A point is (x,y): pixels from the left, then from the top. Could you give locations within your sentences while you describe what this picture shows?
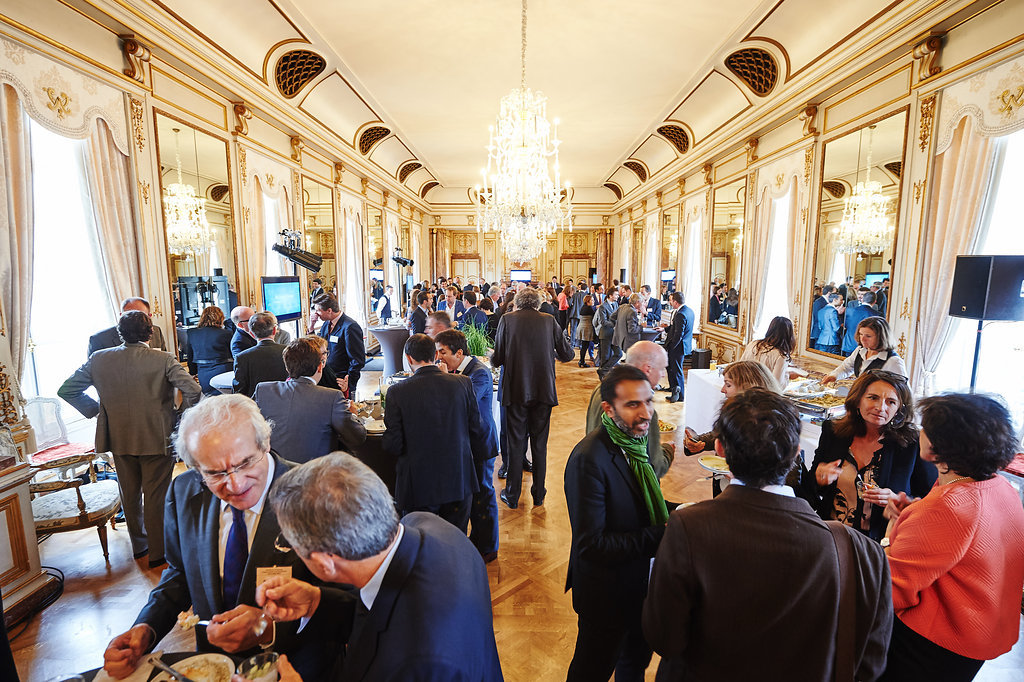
The image is taken inside the building (816,116). In this image we can see many people (657,361) standing. There are tables (695,400) and we can see plates (212,668), spoons (156,666), glasses (262,658) and some food (834,403) placed on the tables (834,402). At the top (567,219) there is a chandelier (525,254). In the background (921,347) we can see curtains (792,245) and screens (290,308).
